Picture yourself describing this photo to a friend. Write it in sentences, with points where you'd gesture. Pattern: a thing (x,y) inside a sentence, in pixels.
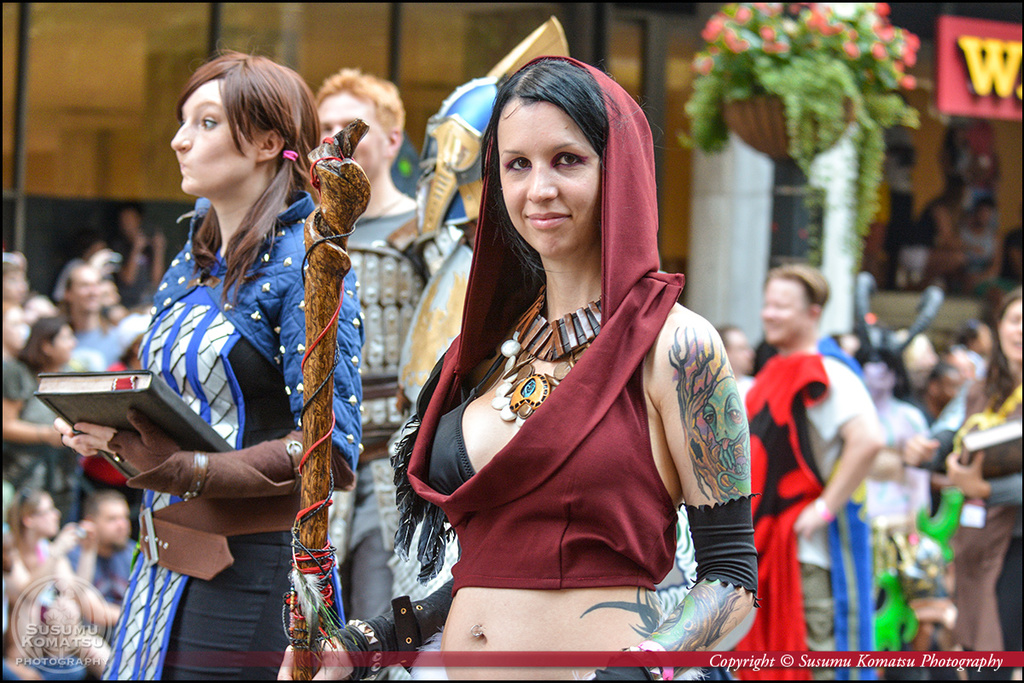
In this image we can see a few people (368,526) standing and some of them are sitting, there are few objects (92,408) in their hands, there is a flower pot (818,83) and glass window (146,83), written text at the bottom (949,651).
